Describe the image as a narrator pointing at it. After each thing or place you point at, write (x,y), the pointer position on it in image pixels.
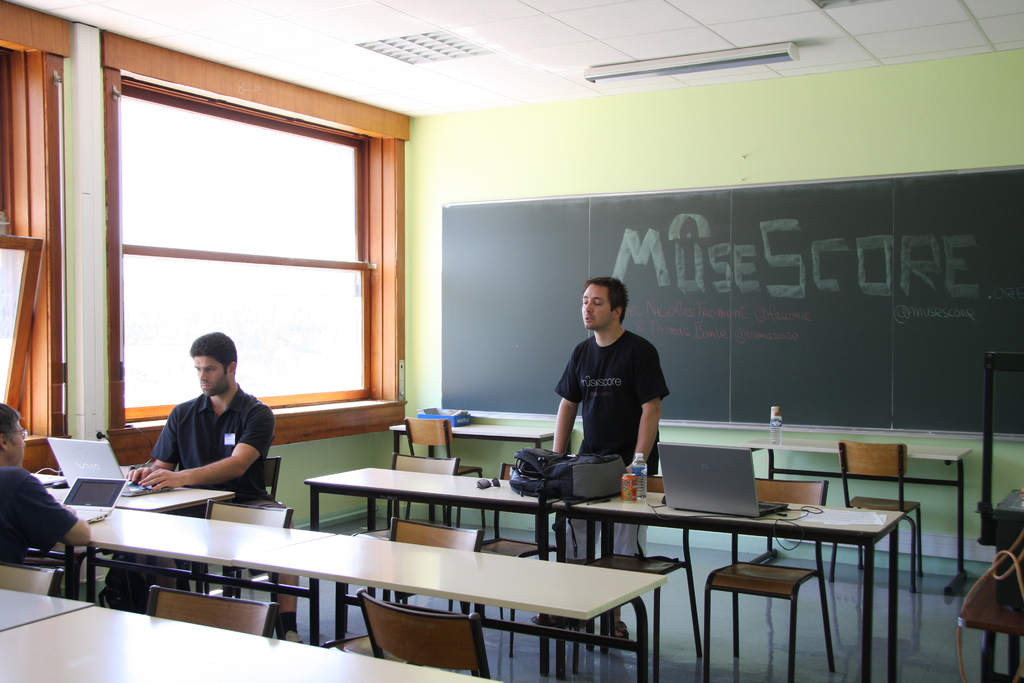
The picture is taken in a room (493,527) where only three people (600,529) are present, in the middle of the picture (617,450) one person (623,419) is wearing a black t-shirt (609,443) and standing in front of a table (605,514) there is a bag (564,473), bottle (644,483) and a can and laptop (764,502) on it. There are chairs (758,581) behind him there is a blackboard (761,312) and some text (763,266) written on it and at the left corner of the picture (158,445) there are two people (160,444) sitting in the chairs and using their laptops (116,462) and beside them there is a big window (153,404) is present.
